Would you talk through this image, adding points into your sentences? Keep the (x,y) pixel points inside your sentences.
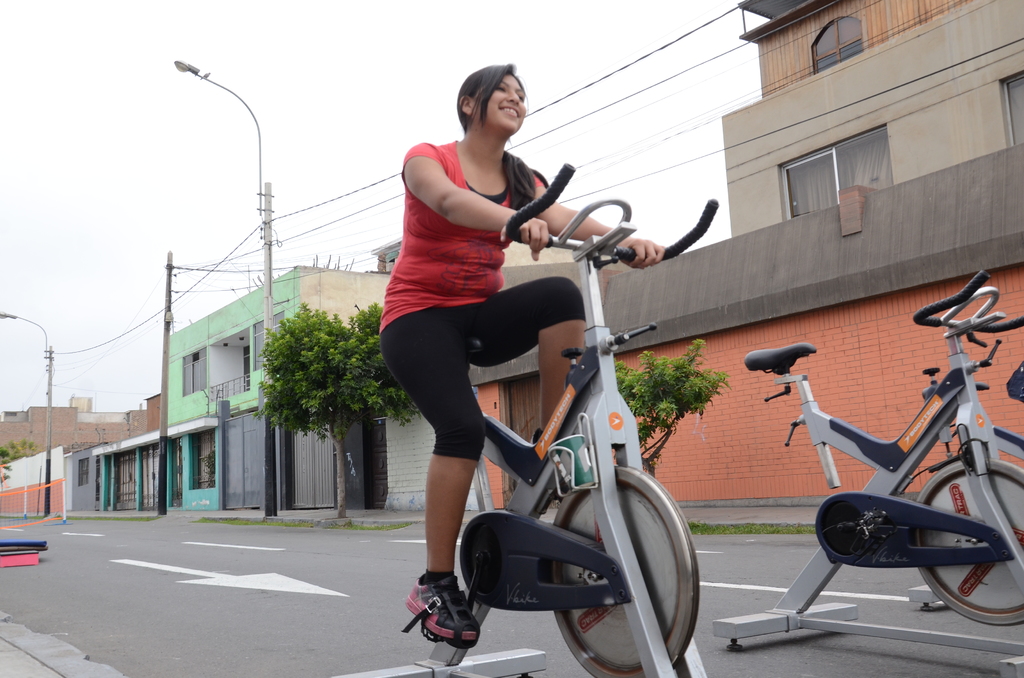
In this image I can see gym cycling machines (478,339) are on the road (406,588). A woman (583,320) is sitting on the gym cycling machine (507,449). In the background of the image (920,234) there are buildings (216,327), poles (162,395), trees (358,345), lights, sky (456,5) and objects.
